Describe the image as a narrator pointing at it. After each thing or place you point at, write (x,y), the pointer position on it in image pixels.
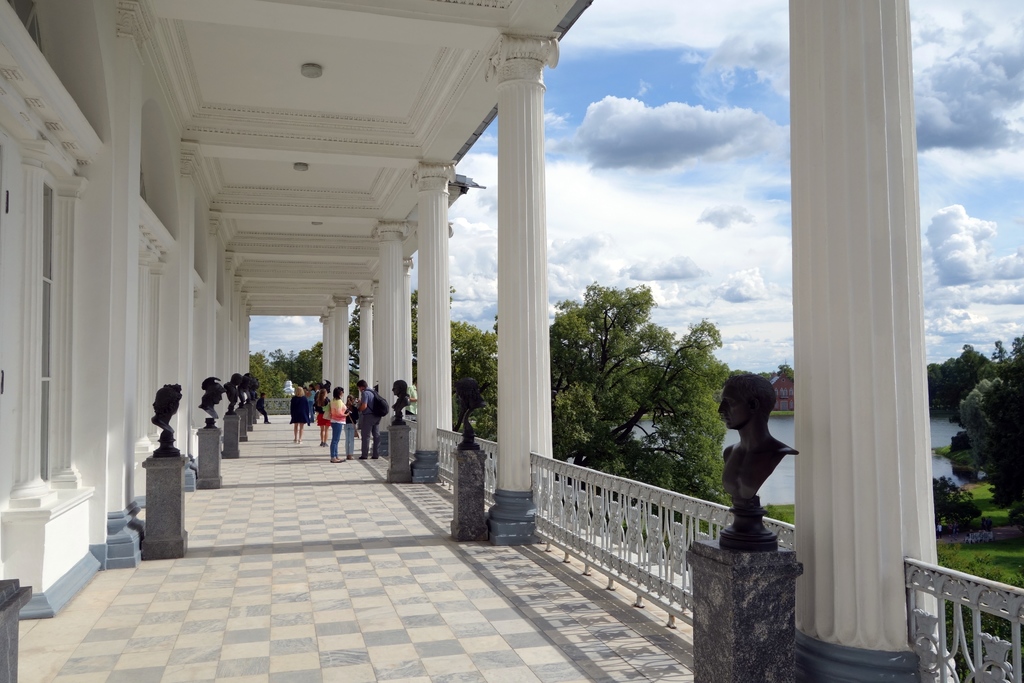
In the image on the floor (314,542) there are pedestals (706,554) with statues (741,426). And also there are few people (311,399) standing on the floor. On the left side of the image (9,551) there is a wall (21,544). And also there are pillars (509,109). Behind the building (388,190) there are trees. And also there is water (787,463) and sky (681,44) with clouds (955,331).
